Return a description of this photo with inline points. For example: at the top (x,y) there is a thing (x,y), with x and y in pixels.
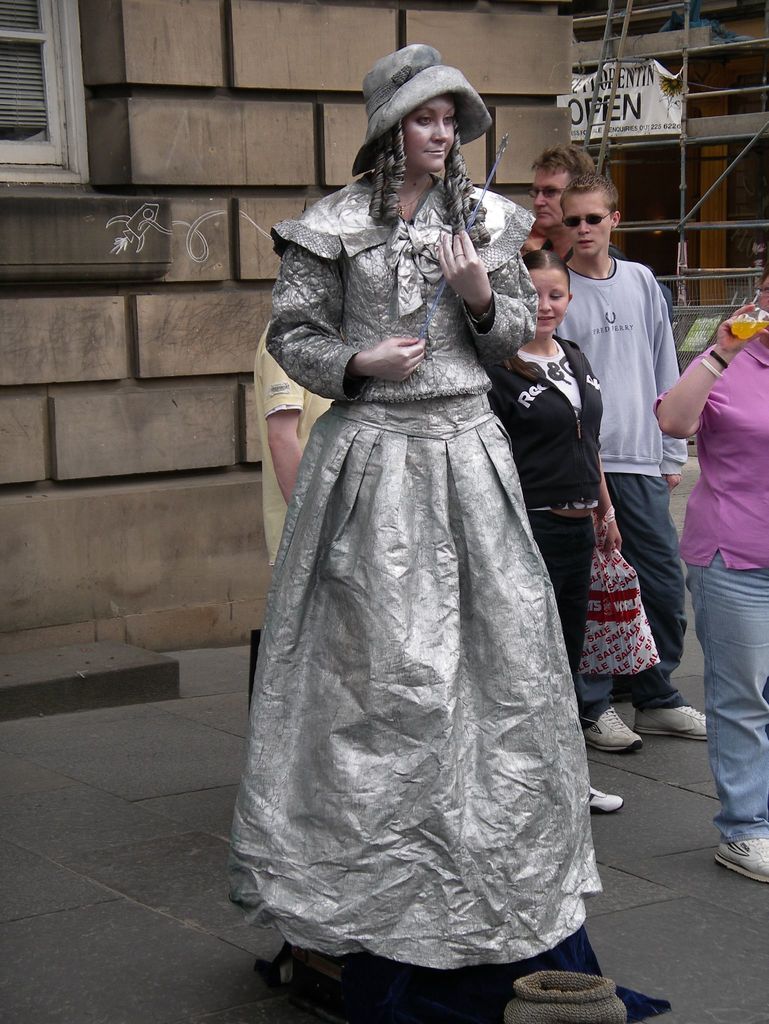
In this image there is a lady (442,454) standing and she is in different costume (418,717), behind her there are a few people (568,356) standing and staring at her, one of them is holding a drink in his hand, in front of the lady (417,811) there is an object (534,978). In the background (304,101) there are buildings (282,112).
